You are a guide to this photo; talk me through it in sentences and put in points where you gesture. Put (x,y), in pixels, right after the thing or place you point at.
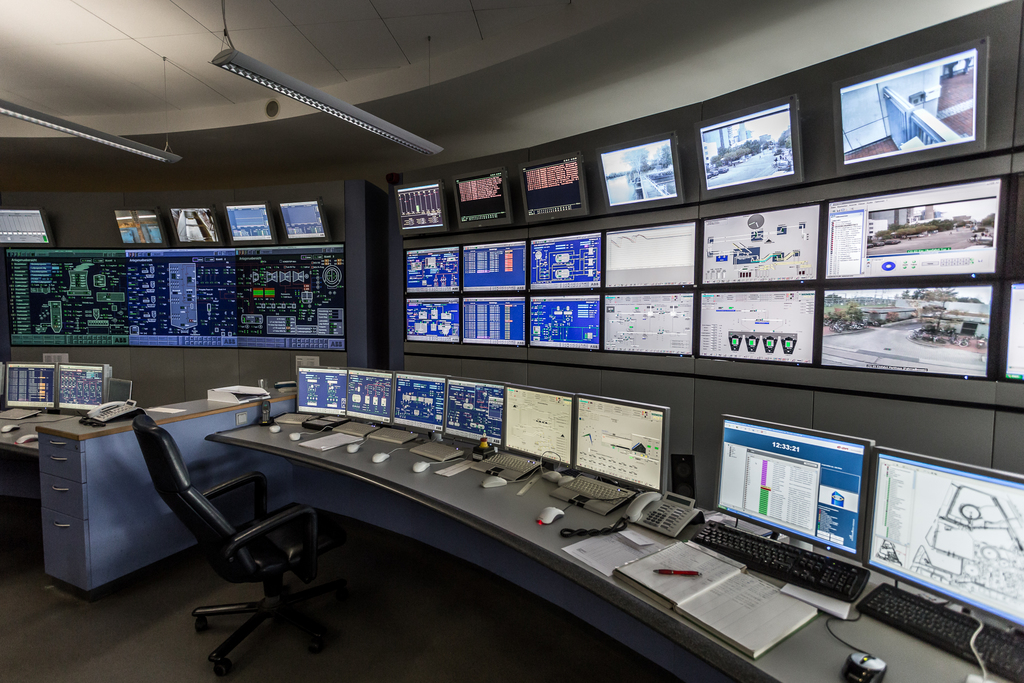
I think this image is taken in the control room (480,304). These are the screens (284,251) attached to the wall (60,222). This is the table (501,511) with monitors (954,526), keyboards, mouses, phone (615,529), book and few other things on it. This is a chair (262,507) which is black in color. These are the tube lights (62,123) hanging to the rooftop (226,111).
